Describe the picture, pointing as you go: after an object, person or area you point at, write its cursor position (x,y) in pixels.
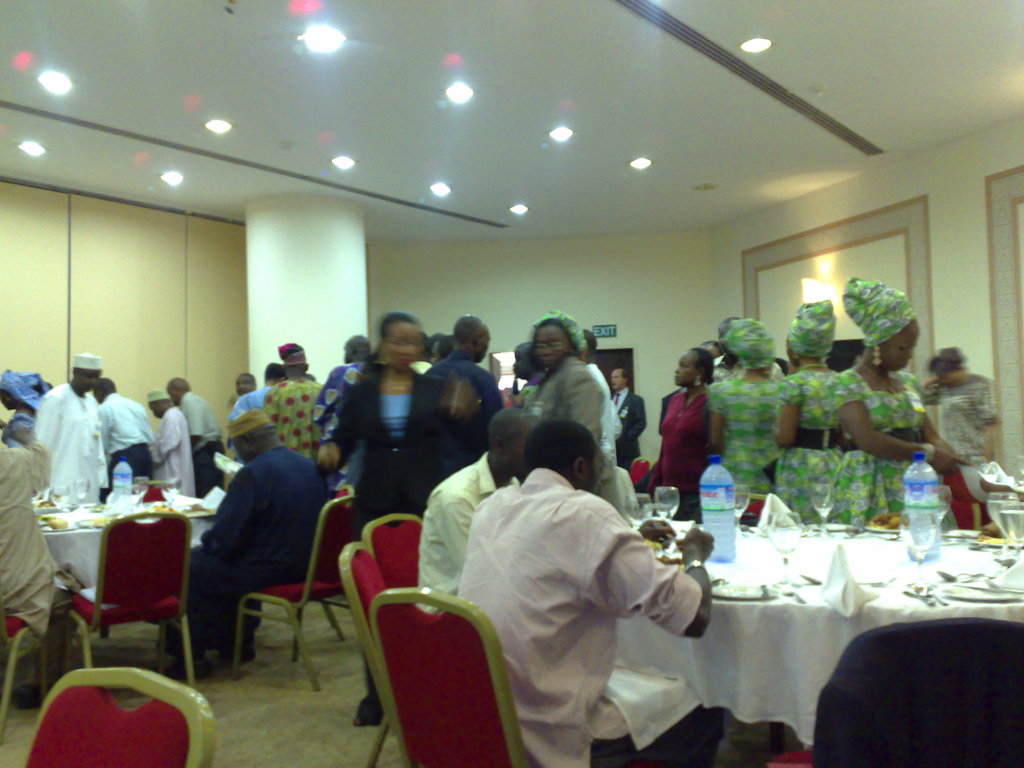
In this image I can see the group of people (561,444). Among them some people (618,523) are sitting and some are standing. In front of the sitting people (632,612) there is a table (817,566). On the table (880,550) there are plates (735,595) and the bottles (919,498).
